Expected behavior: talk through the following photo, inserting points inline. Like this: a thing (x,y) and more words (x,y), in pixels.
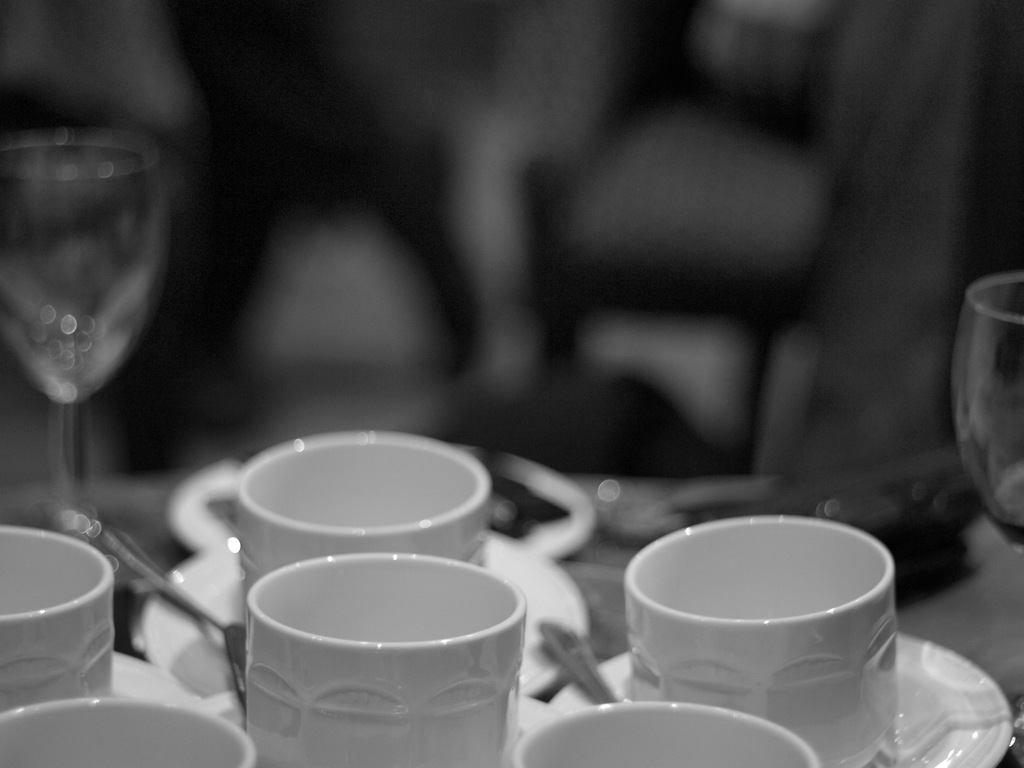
In this image I can see the black and white picture in which I can see few white colored cups (387,536), few wine glasses (959,341), few spoons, few plates (932,745) and the blurry background (910,341).
